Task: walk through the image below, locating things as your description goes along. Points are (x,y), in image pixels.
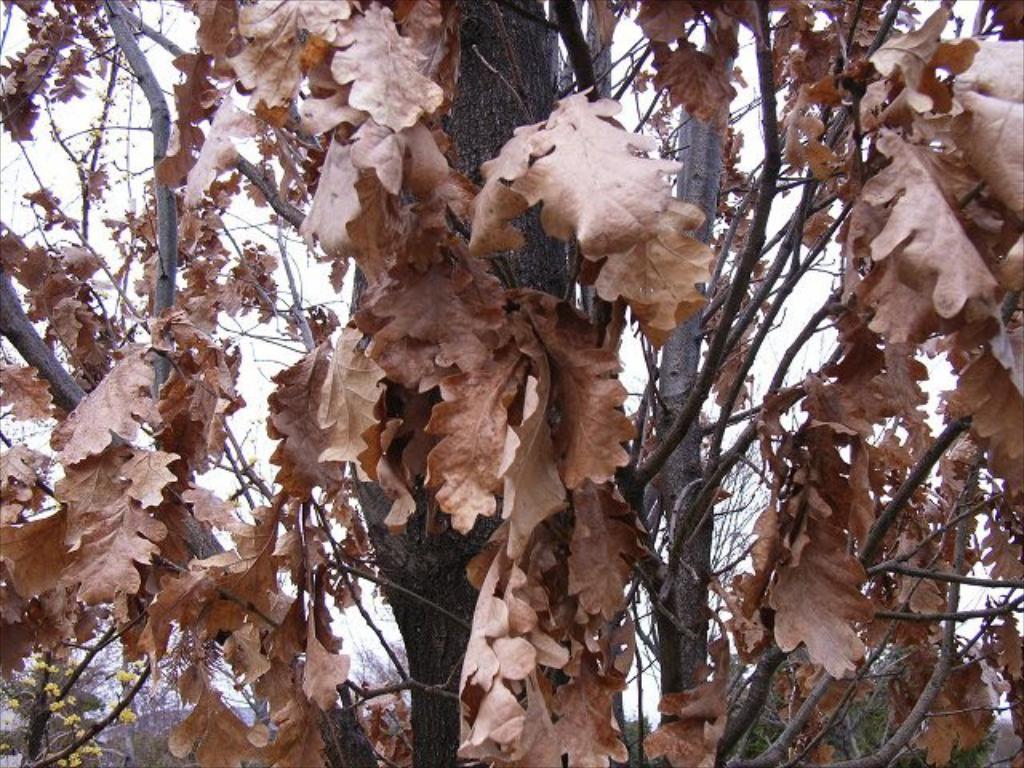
In the image we can see tree (801,182), dry leaves (553,484) and the sky (139,189). Here we can see tiny yellow flowers (50,687).
